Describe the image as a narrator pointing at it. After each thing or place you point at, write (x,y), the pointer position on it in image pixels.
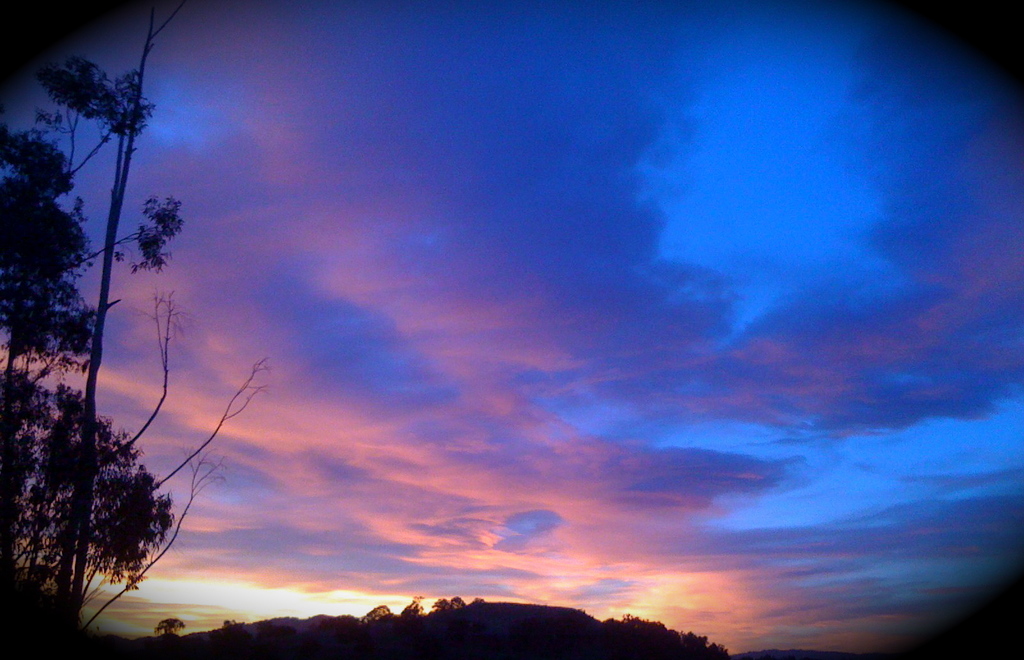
In this picture we can see trees (23,505) and in the background (299,303) we can see the sky (648,352) with clouds (603,318).
